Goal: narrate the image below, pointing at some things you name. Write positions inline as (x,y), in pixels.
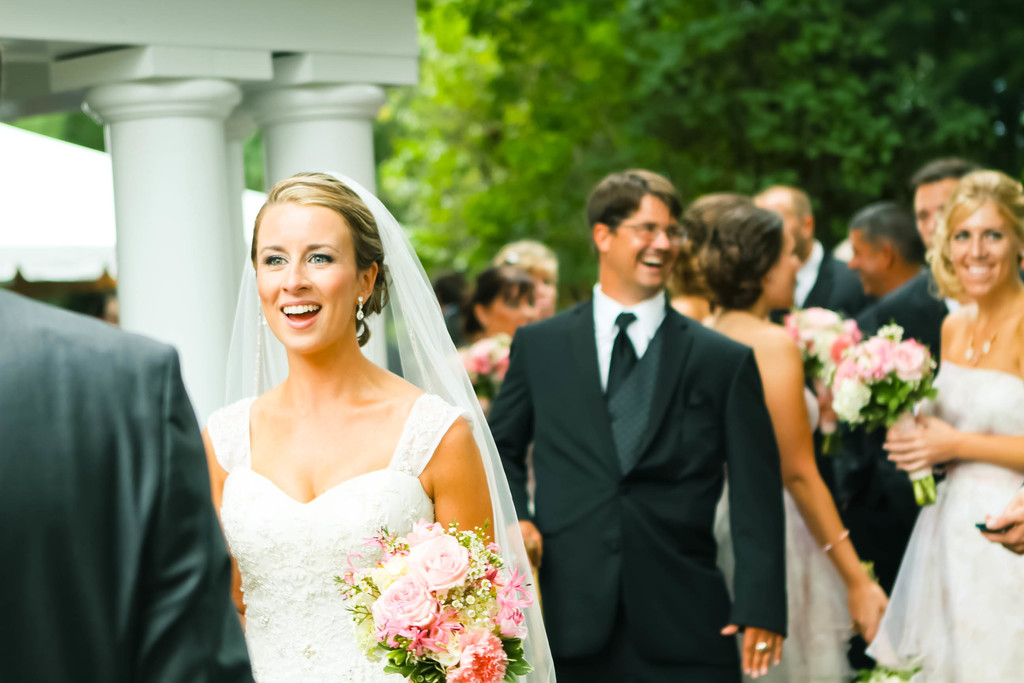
In this image there are people (620,384) standing. Some of them are holding flower bouquets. In the background (352,53) there are trees (850,35) and we can see pillars (190,290).
